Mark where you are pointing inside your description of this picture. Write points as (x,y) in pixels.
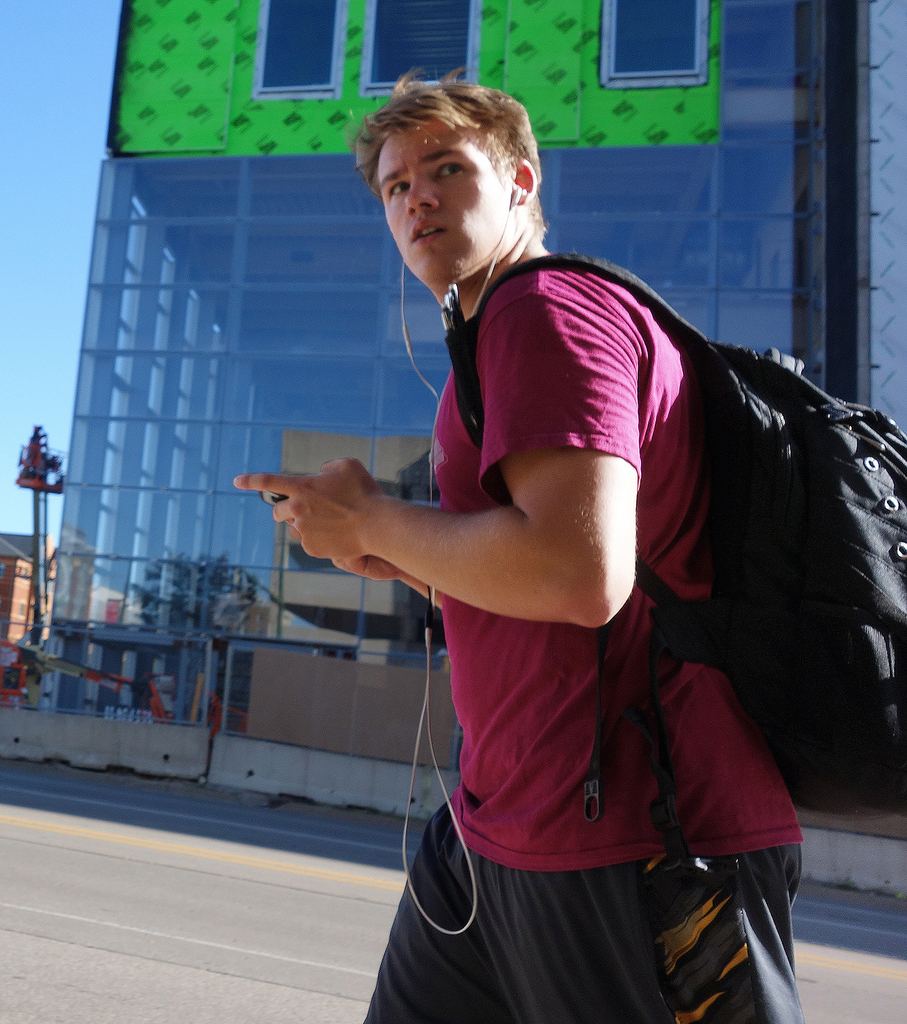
In the background (602,146) we can see a building (337,83). We can see a man (455,544) wearing a backpack (810,514) and he is holding a mobile (268,494) in his hands (348,518). At the bottom (163,889) there is a road (163,889).
